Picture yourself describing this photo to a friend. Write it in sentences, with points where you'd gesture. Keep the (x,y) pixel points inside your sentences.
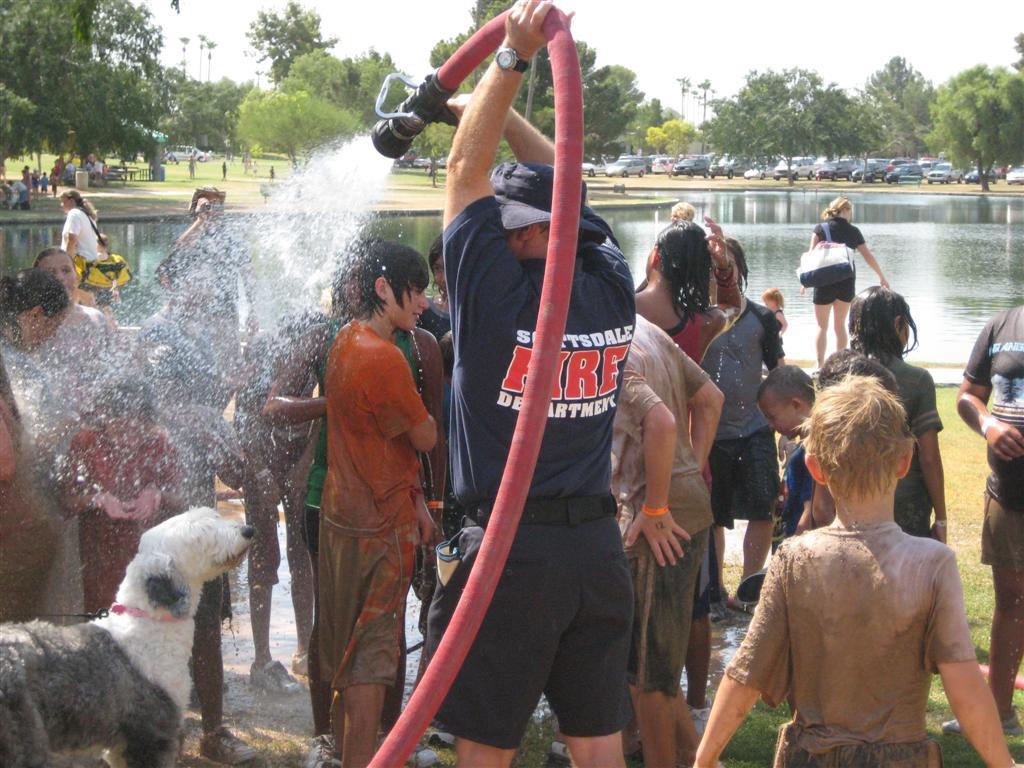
In this image we can see a group of people (475,262) standing on the floor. One person (540,670) is holding a pipe (454,86) in his hand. To the left side of the image (76,257) we can see a woman (72,227) wearing the bag (102,271). In the background (976,173), we can see a group of cars (735,173) parked in the parking lot (838,170), a group of trees (711,120), water (950,226) and sky (763,26).
